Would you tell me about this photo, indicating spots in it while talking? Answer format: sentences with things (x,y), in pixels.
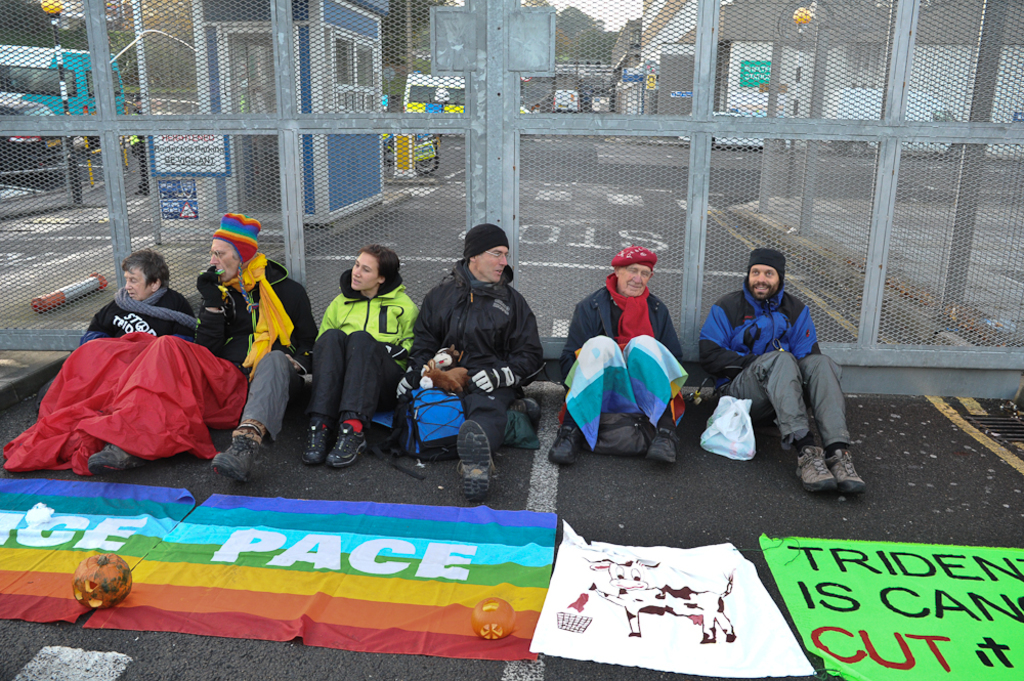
In this image we can see the persons (748,346) sitting on the path (974,431). We can also see the flags (294,548) with text (352,562) and also image (706,593). We can also see some balls (510,615), fence (564,179) and behind the fence (678,128) we can see the road (543,154), person (129,144), light poles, booth (372,164) and also vehicles (416,83) and trees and also the sky (595,11).
